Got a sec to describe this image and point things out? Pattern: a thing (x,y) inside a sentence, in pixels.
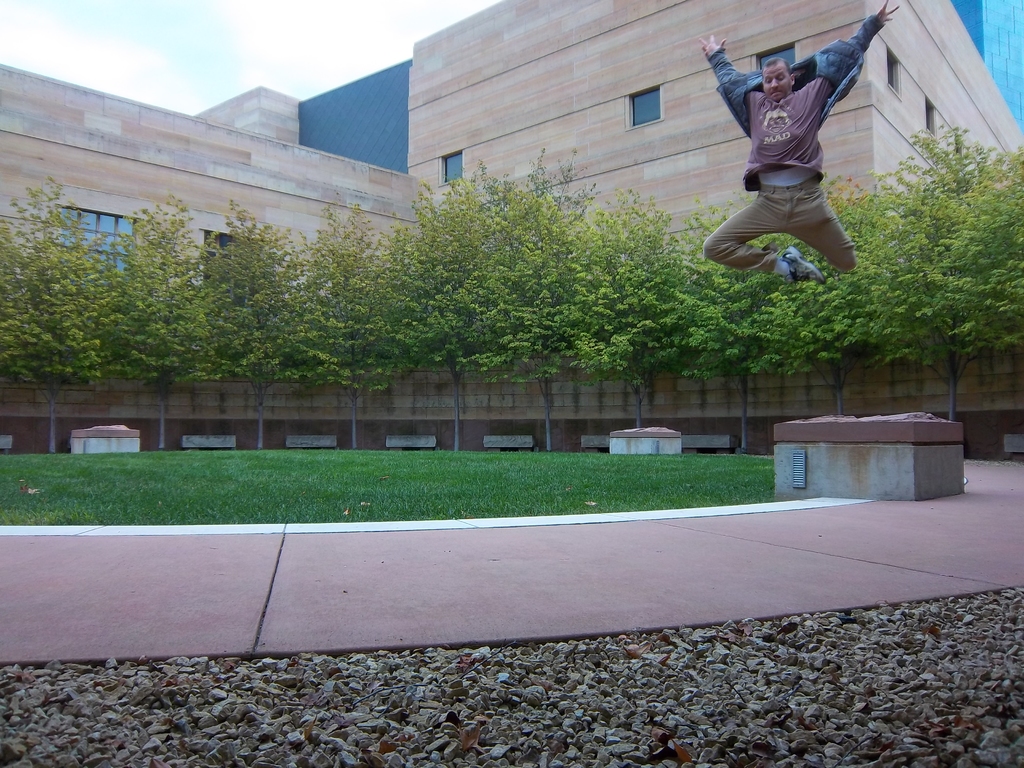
In this picture we see a man (844,67) jumping from somewhere. This place is surrounded by grass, trees (457,340) & buildings (354,127).
